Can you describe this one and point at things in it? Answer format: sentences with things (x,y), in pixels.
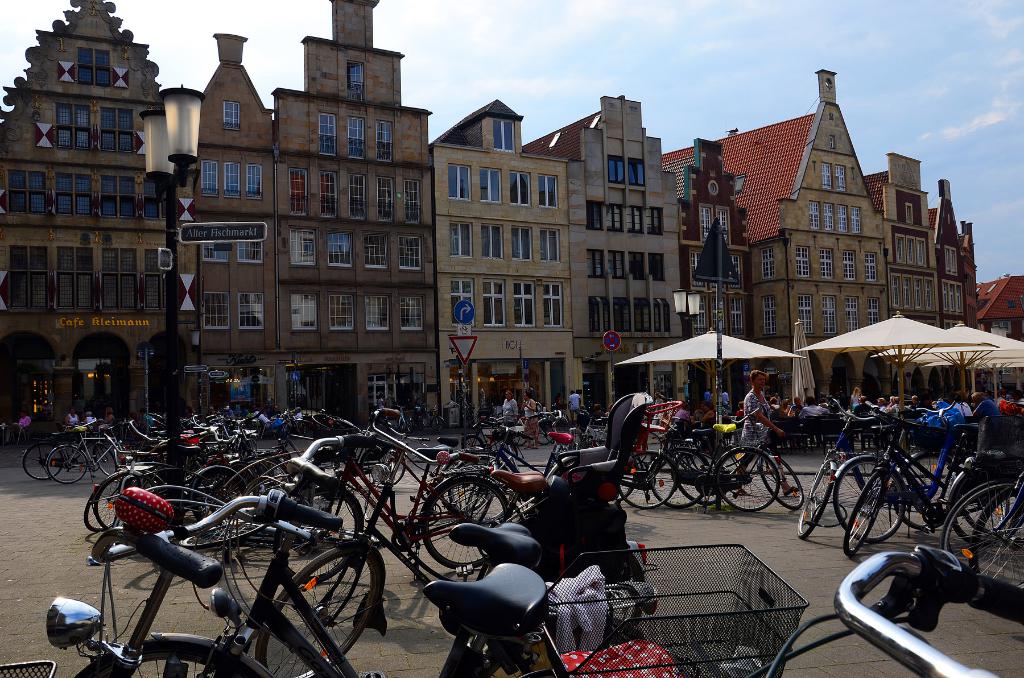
Sky (692,27) is cloudy. Here we can see buildings (587,228) and windows (841,218). In-front of this building (361,211) there are light poles (680,314), signboards (703,282), umbrellas (709,346), people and bicycles (397,480).
